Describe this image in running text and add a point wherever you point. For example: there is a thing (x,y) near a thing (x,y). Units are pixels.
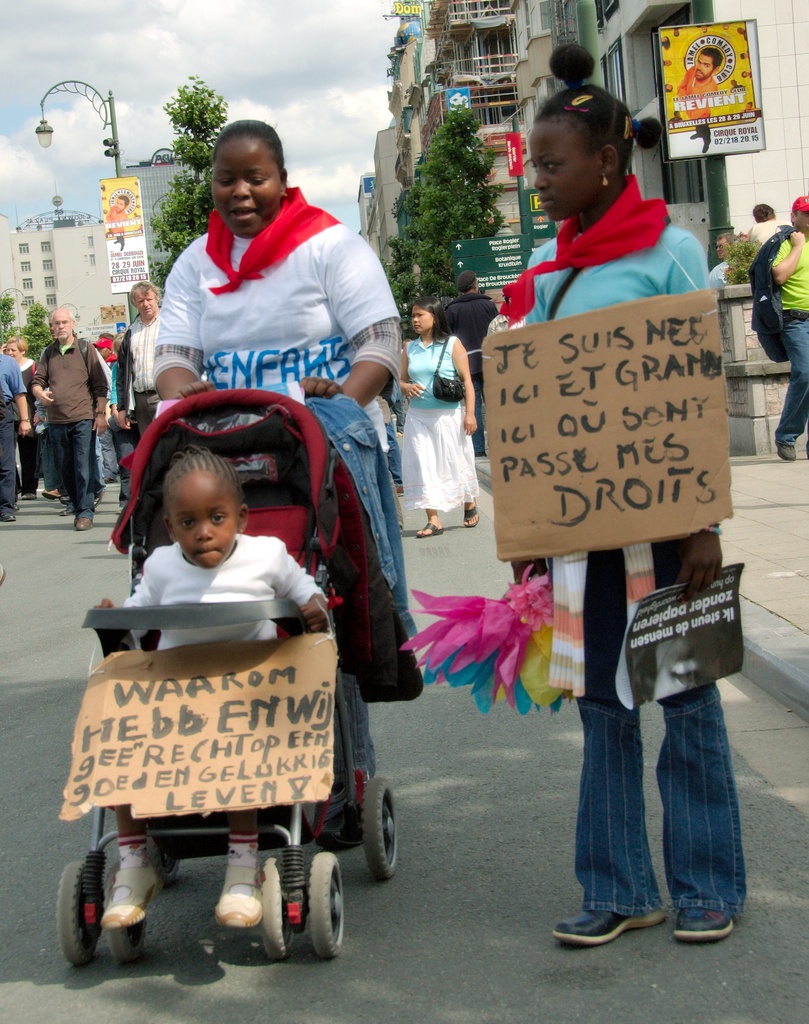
This picture is taken on the wide road (768,732). In this image, on the right side (661,432), we can see a girl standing and holding some objects (708,649) in her hand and she is also wearing a card (713,396), on which is some text (716,372) is written on it. In the middle of the image (296,373), we can see a woman (306,275) standing and holding a stroller (293,503), in the stroller (241,615), we can see a kid (270,597) and the stroller (264,607) also has a board (246,688) in front. In the background (758,236), we can see a group of people (784,291), street light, buildings (715,12), balcony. At the top (280,51), we can see a sky (319,27) which is a bit cloudy, at the bottom (765,743), we can see a road (496,594) and a footpath (758,490).
